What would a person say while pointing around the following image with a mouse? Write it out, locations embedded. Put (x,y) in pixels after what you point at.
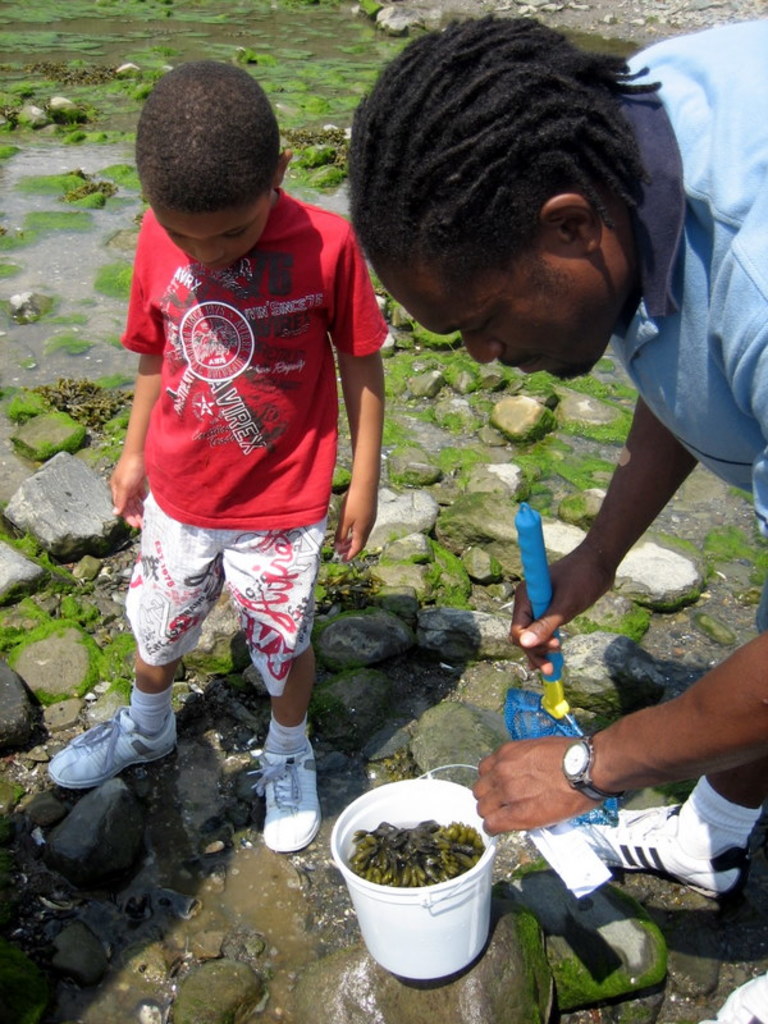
In this image there is a person (613,308) holding a bucket (376,800), in the bucket (379,815) there is something, and on the other hand (553,576) he is holding another object (527,569), beside this person (364,186) there is a child (324,215) standing on the surface (194,681) of the rocks (360,705).
